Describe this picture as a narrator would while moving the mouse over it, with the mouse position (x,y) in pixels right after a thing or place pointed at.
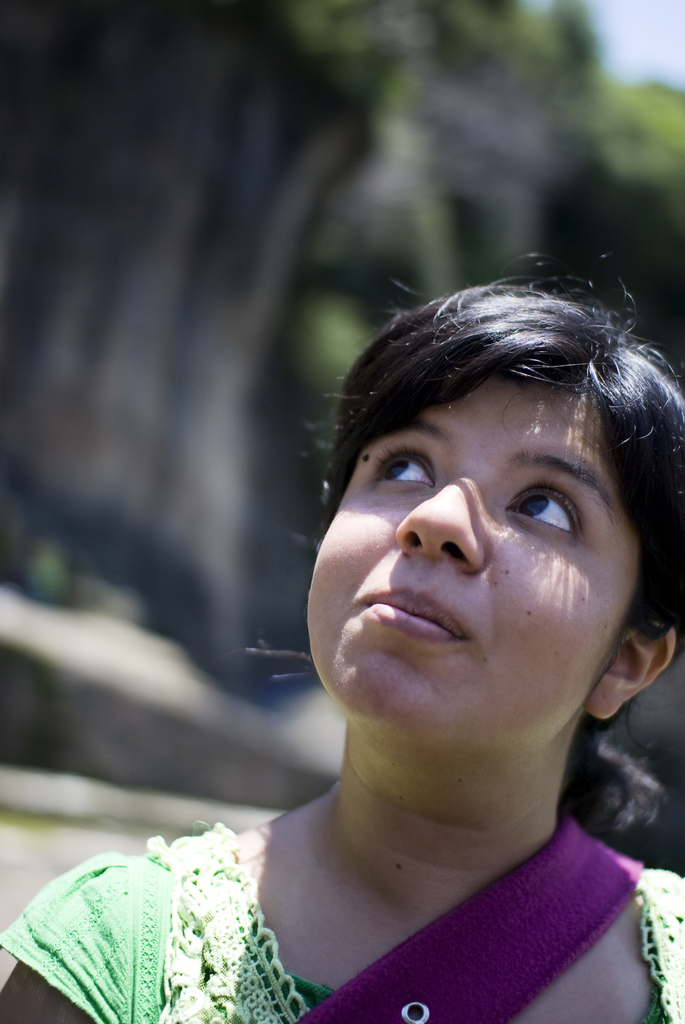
This image consists of a woman (288,877) wearing a green dress (202,857). In the background (302,295), there are trees (300,287). And the background (677,28) is blurred.
